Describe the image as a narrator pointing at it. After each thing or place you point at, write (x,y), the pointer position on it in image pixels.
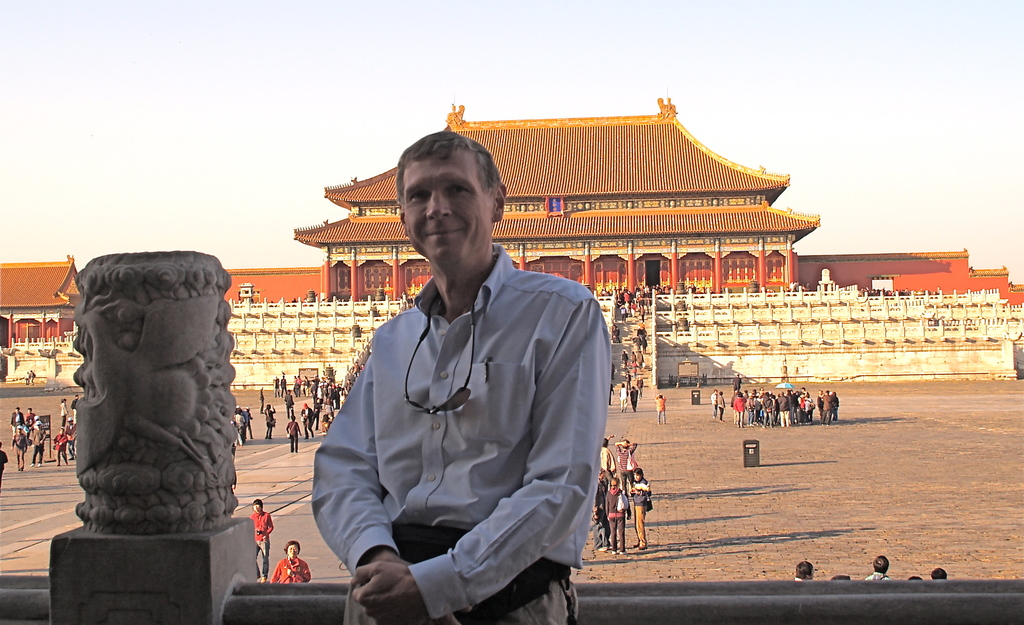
In the picture I can see people (473,401) among them the man (441,336) in the front (441,388) is standing and smiling. The man (432,425) is wearing white color shirt (468,444), pant (525,614) and other object (501,596). In the background (335,193) I can see buildings (640,259) and the sky (850,134).
